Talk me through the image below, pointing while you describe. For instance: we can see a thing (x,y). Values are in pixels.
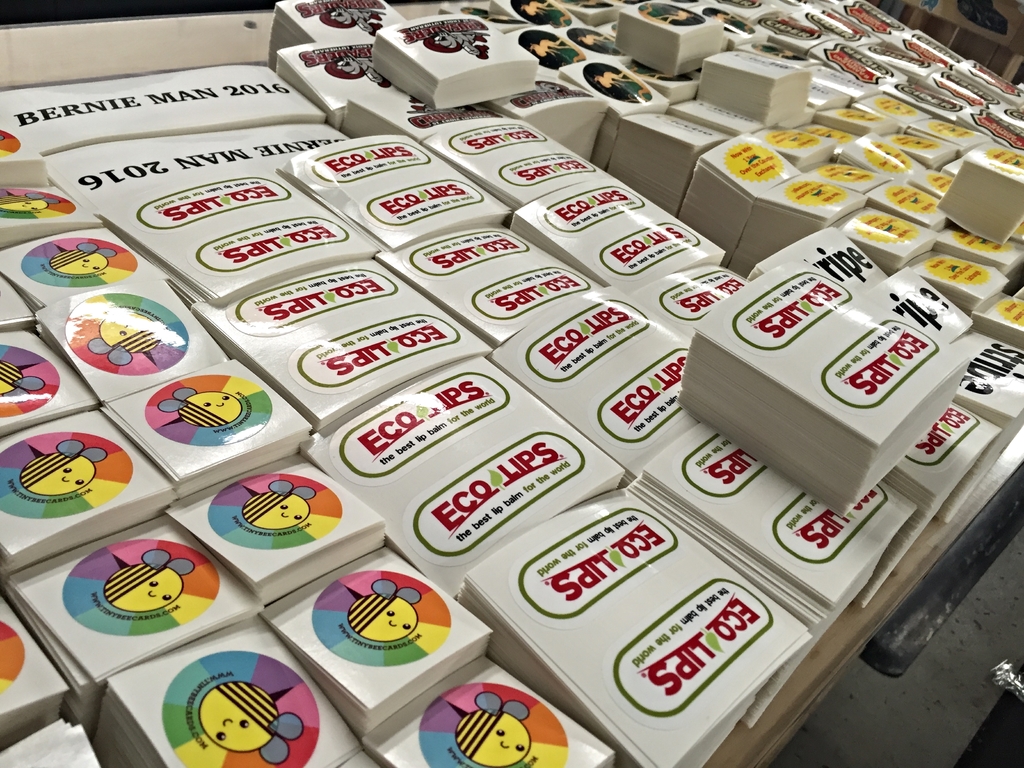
In this picture we can see few papers (790,523) on the table (895,581).
